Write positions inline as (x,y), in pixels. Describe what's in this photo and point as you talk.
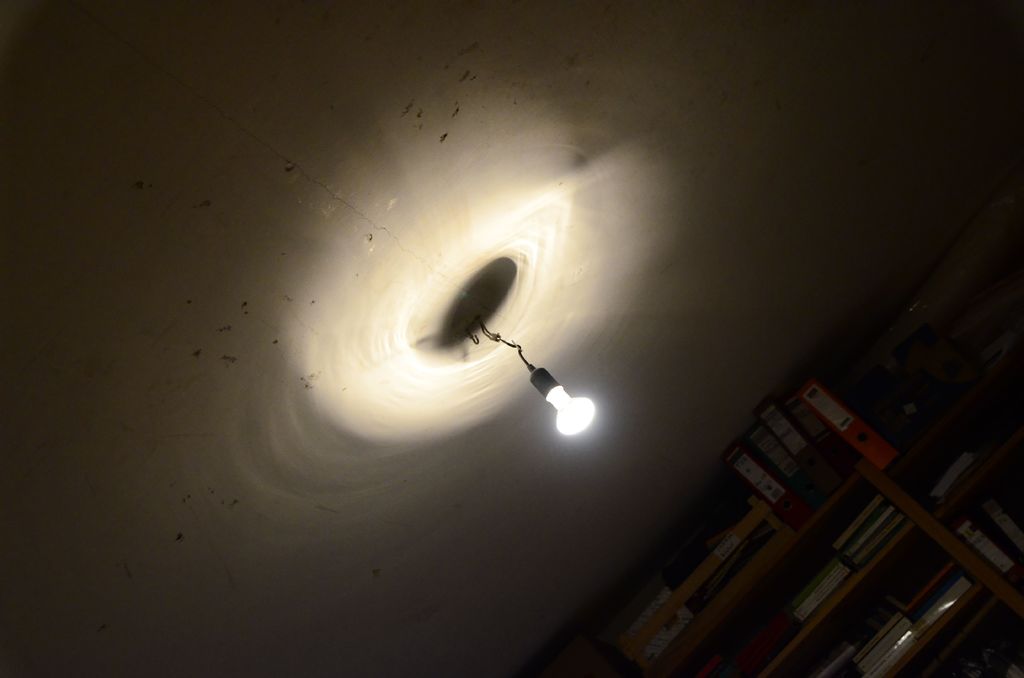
In this image we can see books (752,551) and files (834,459) placed in the rack (887,572). In the center (556,382) we can see a light (569,397). In the background (625,426) there is a roof (392,207).
